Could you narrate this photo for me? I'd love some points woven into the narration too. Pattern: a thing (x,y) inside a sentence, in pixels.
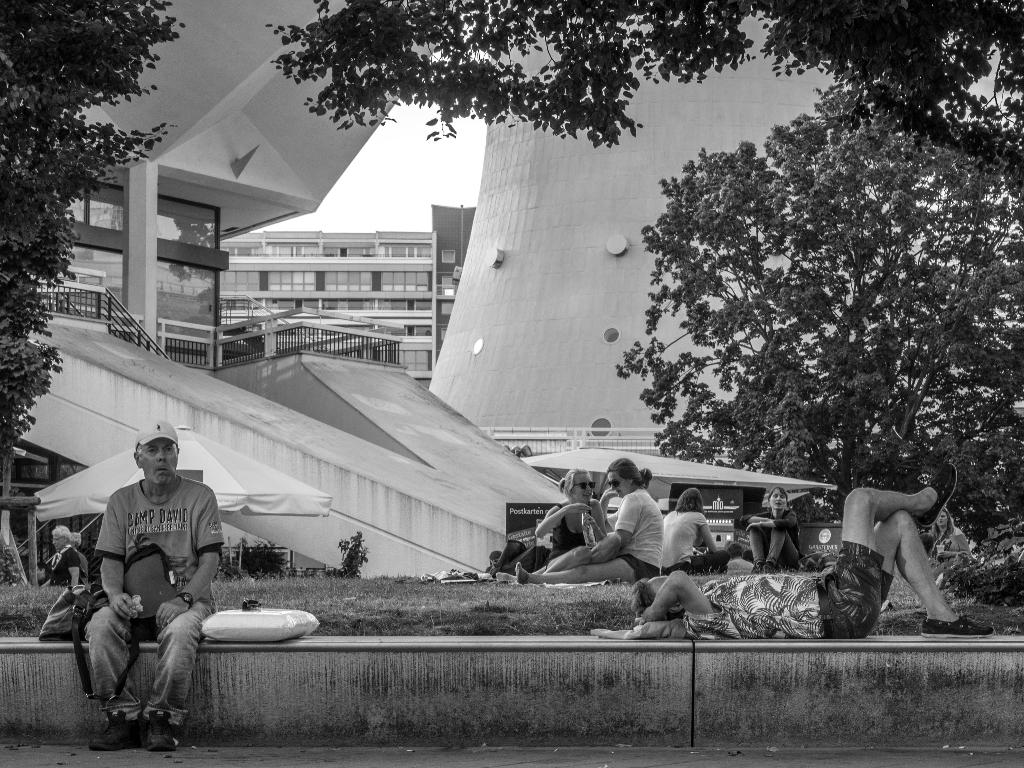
In this image, on the left (164,557) there is a man (185,550), he wears a t shirt (175,545), trouser (109,624), shoes (96,741), cap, he is sitting. On the right (787,587) there is a person (821,602) sleeping. In the background (518,545) there are people (599,520), tents (263,511), buildings (440,302), trees (54,22), railing (283,344), grass (339,582), plants (347,545), sky (393,222).
